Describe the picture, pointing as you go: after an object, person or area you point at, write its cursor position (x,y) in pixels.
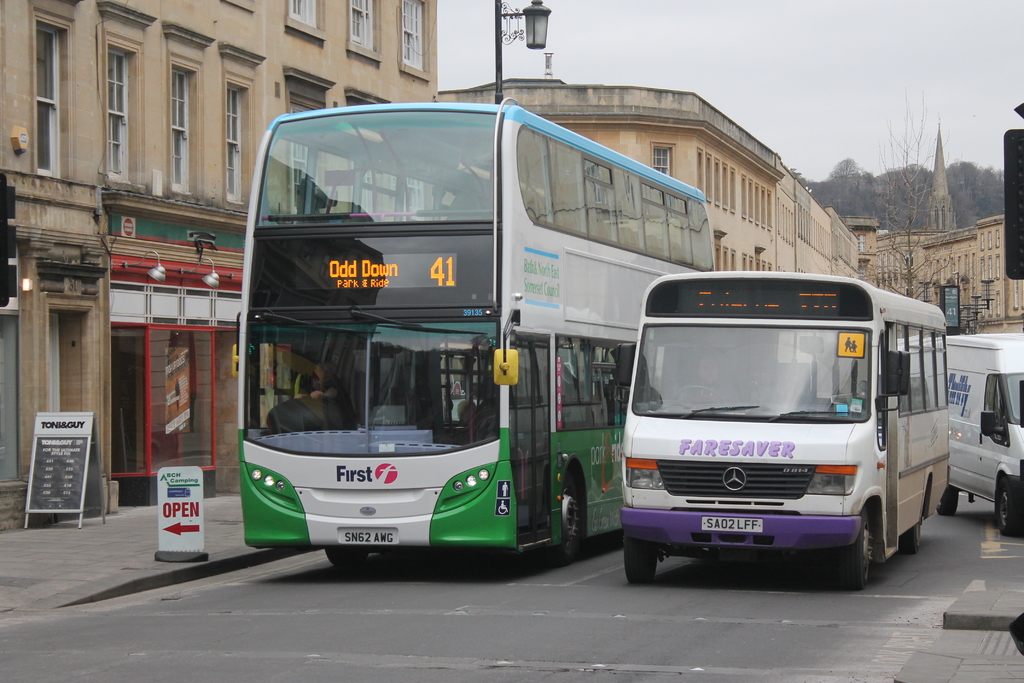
In this picture there are vehicles (395,301) in the center of the image (542,323) and there are buildings (425,57), trees (919,220), poles (497,30), and posters (83,483) in the background area of the image (106,464).
